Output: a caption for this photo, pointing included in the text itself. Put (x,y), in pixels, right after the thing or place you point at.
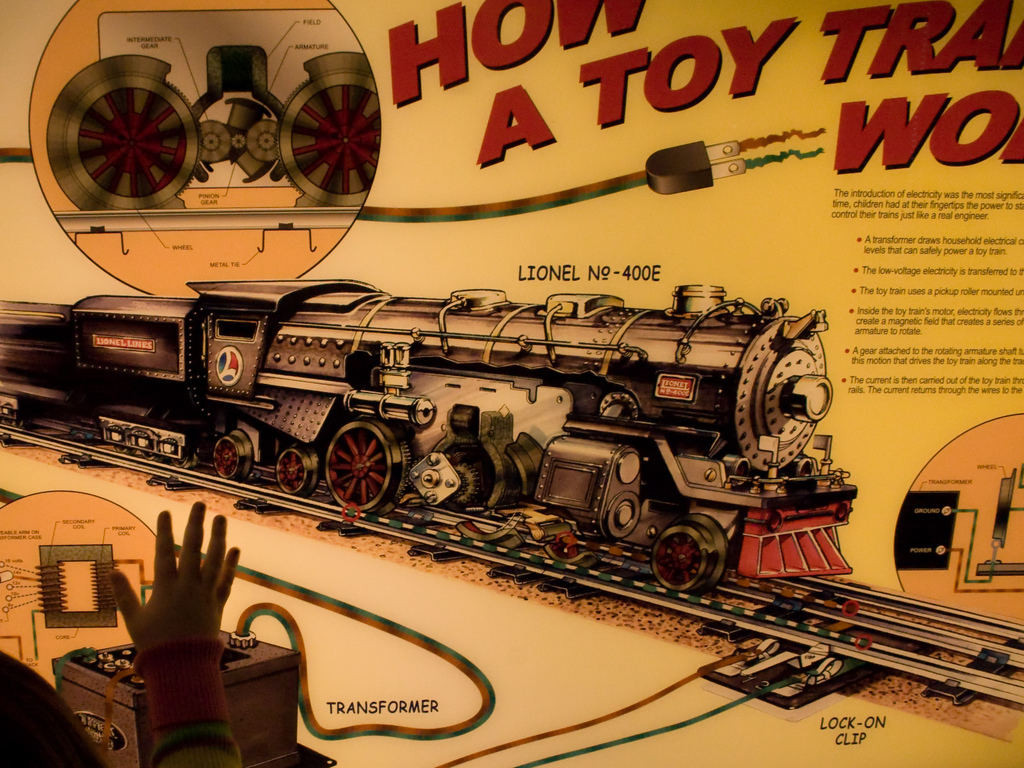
In this picture I can see a person hand (214,576), this is looking like a poster (550,277), there are pictures (617,321), numbers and words (844,195) on the poster (803,527).
